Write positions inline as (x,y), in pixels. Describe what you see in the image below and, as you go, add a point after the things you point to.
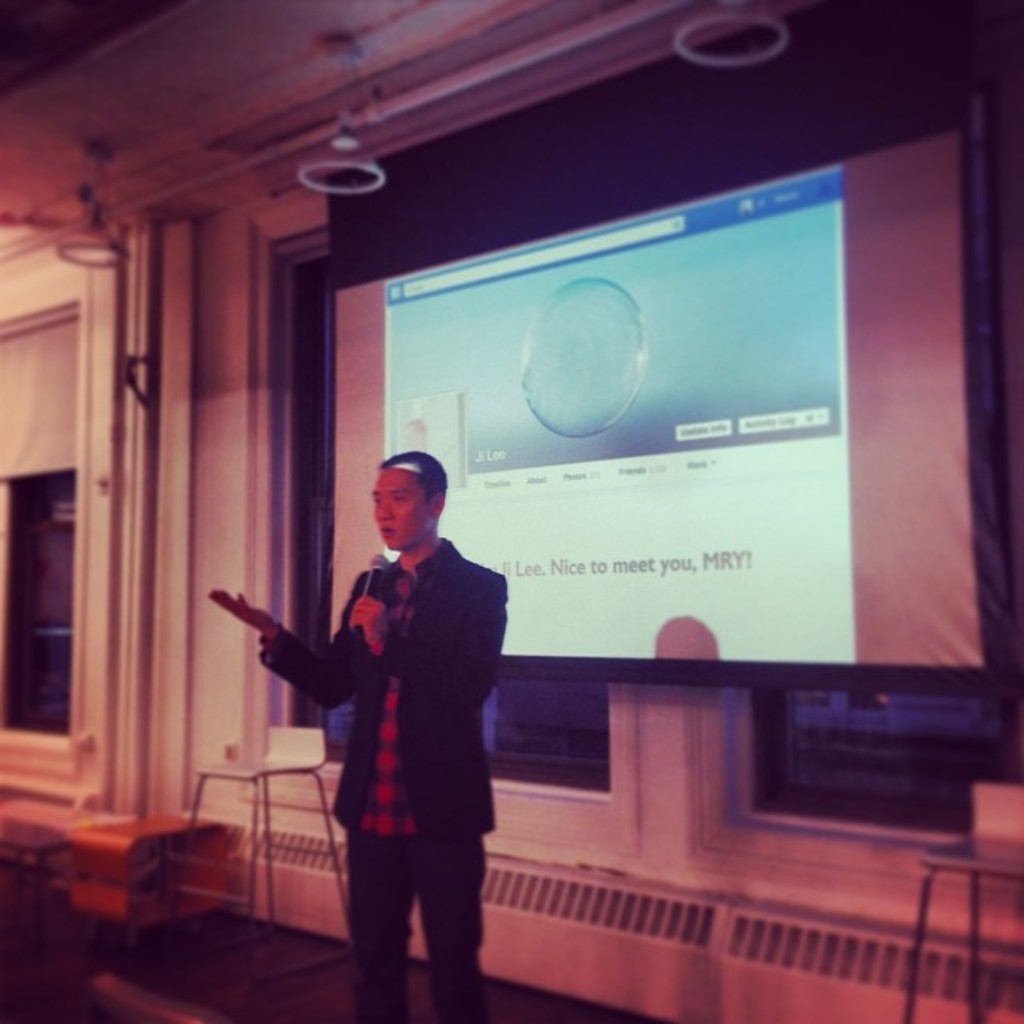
In this picture we can see a man (437,738) is standing and holding a microphone (371,592), he is speaking something, on the right side (767,453) there is a projector screen (818,460), we can see some text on the screen (666,337), we can also see two chairs (1001,834).
